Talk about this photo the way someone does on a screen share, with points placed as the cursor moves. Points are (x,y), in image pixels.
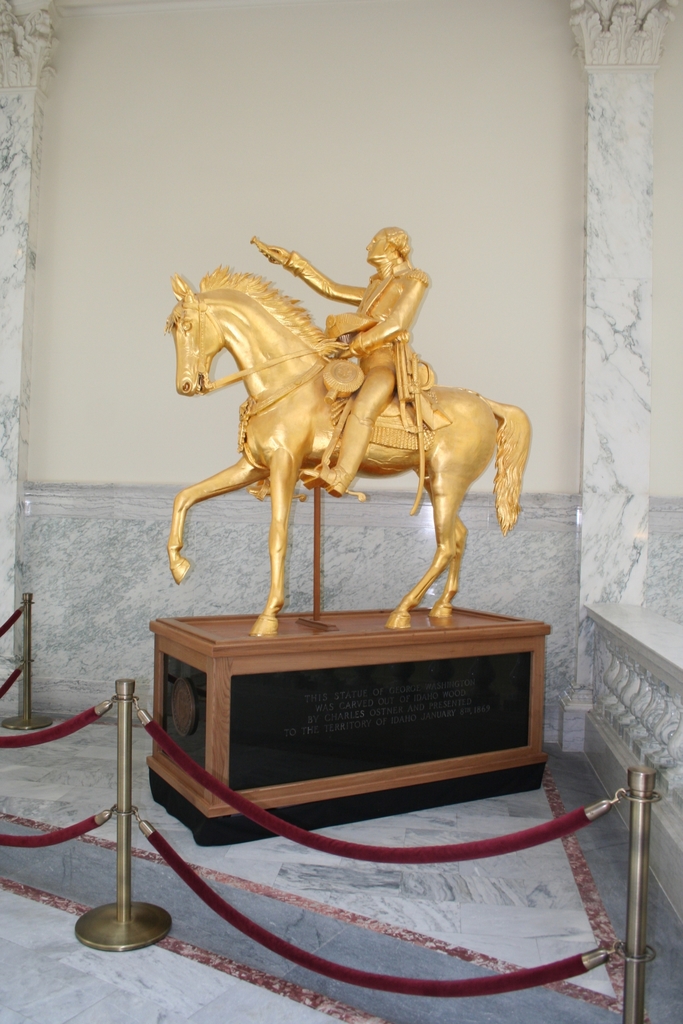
In the image there is a statue (327,363) of a man (378,395) riding horse (267,446) on a wooden block (291,693) inside a fence (8,680) and behind it, its a wall (481,45).
